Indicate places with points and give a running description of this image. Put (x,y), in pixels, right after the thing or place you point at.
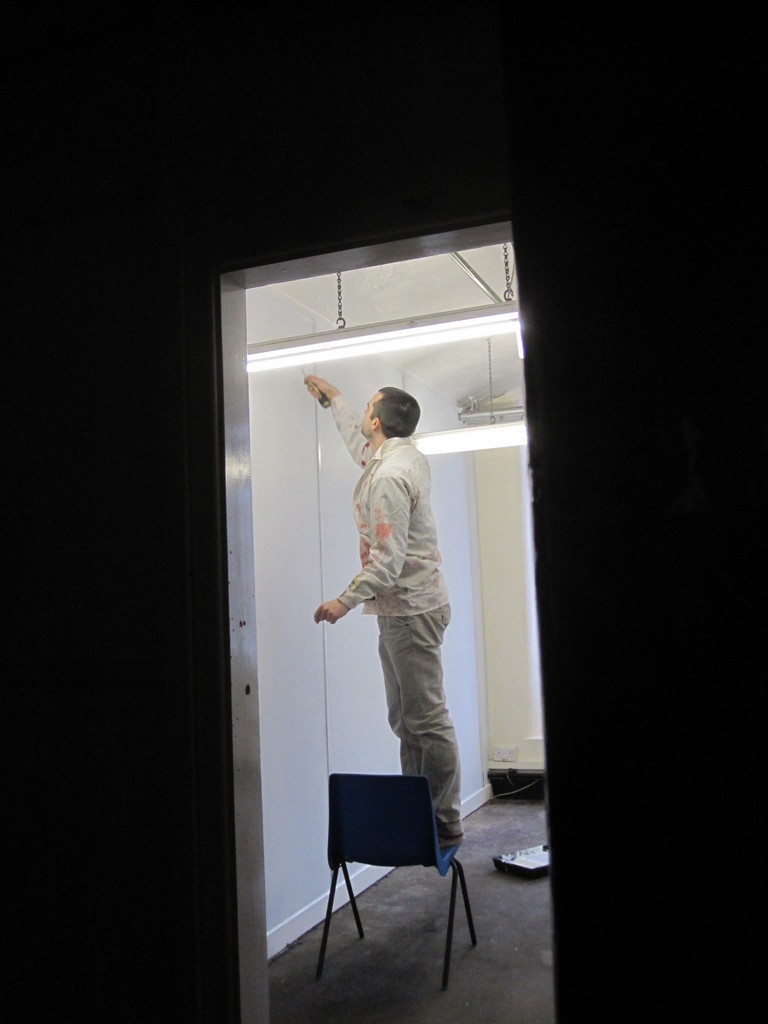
In the center of the image (381,375), there is a room (367,361) in which there is a man (378,458) standing on a chair (423,839) and working. In the background (426,410), there is a wall (426,399) which is white in color, tube light (482,435), tray (512,869) and floor (489,971). There is dark in color around the room (451,374).
